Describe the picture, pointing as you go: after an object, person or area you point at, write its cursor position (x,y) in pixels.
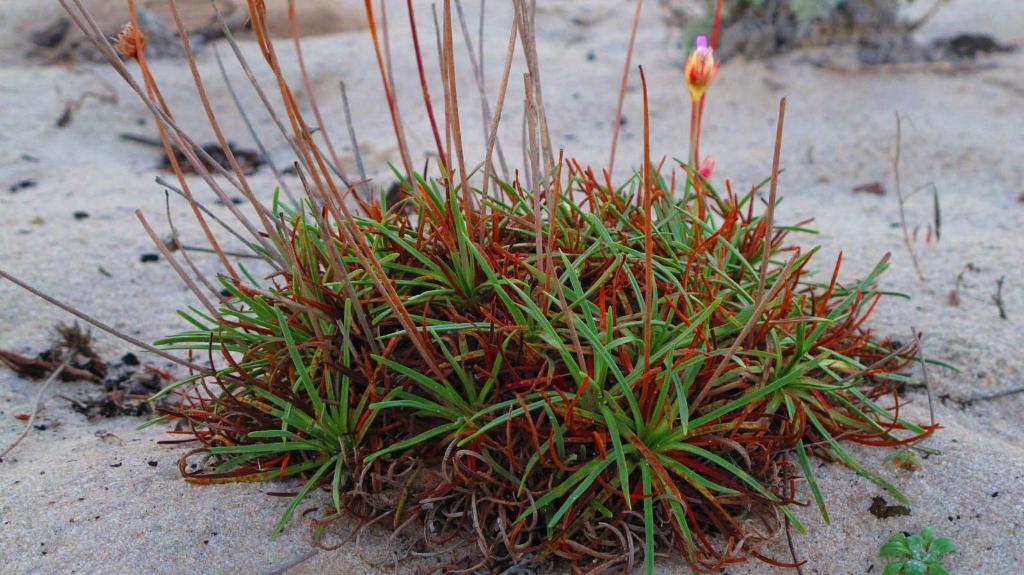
In this image we can see grass (424,296), plant (460,234) with flowers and sand (12,239) on the ground (12,239).
